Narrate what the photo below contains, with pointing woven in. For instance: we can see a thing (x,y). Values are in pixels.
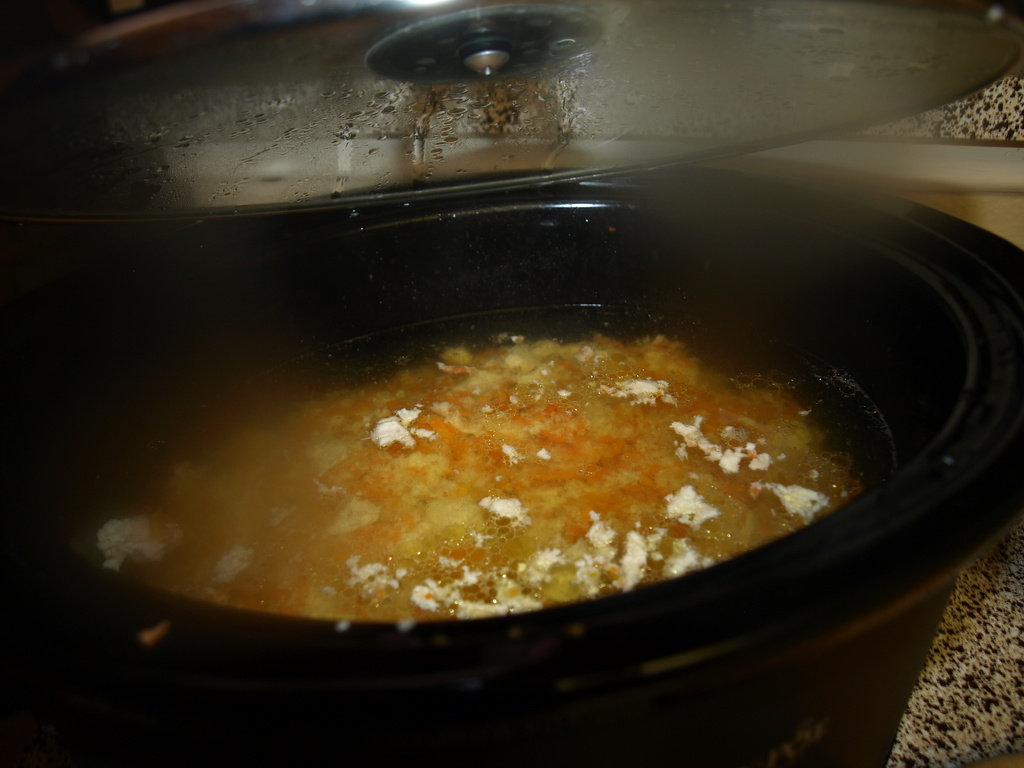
In this image, we can see a dish (469,647) contains some liquid (345,406).
